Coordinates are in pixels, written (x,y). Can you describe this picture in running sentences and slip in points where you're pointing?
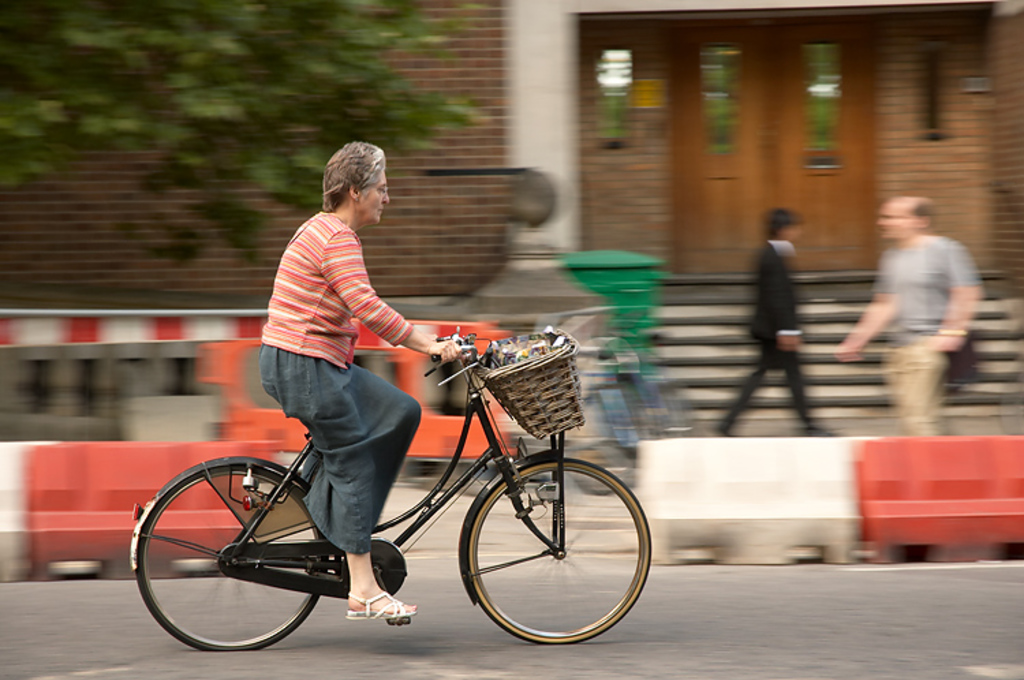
In this image I can see a woman (378,431) who is cycling on the road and two men (843,349) are walking on the roadside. Behind this people (395,397) we have a building (553,108) with a door (749,116) and steps (697,324). On the left side of the image (171,79) we have a tree (126,85) and a fence (76,480).
